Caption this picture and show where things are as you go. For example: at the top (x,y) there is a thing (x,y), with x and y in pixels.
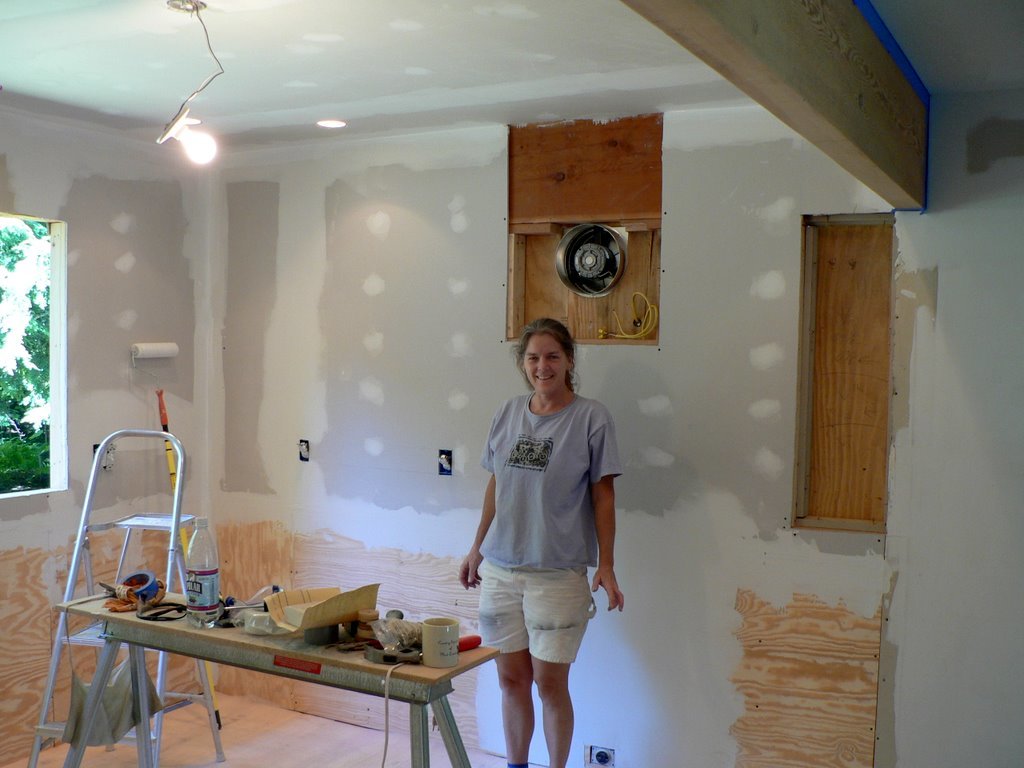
This picture is taken inside a room (706,485). There is a woman (545,493) standing. In front of her there is a table (277,663) and ladder (134,520). On the table (298,640) there is bottle (218,575), cap (430,659), paper (318,616), cloth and many other things (159,595). There is bulb (203,146) hanging to the ceiling (190,34). To the left corner (14,226) there is window (59,409) and plants (10,407) can be seen. In the background (229,268) there is wall (356,248).
